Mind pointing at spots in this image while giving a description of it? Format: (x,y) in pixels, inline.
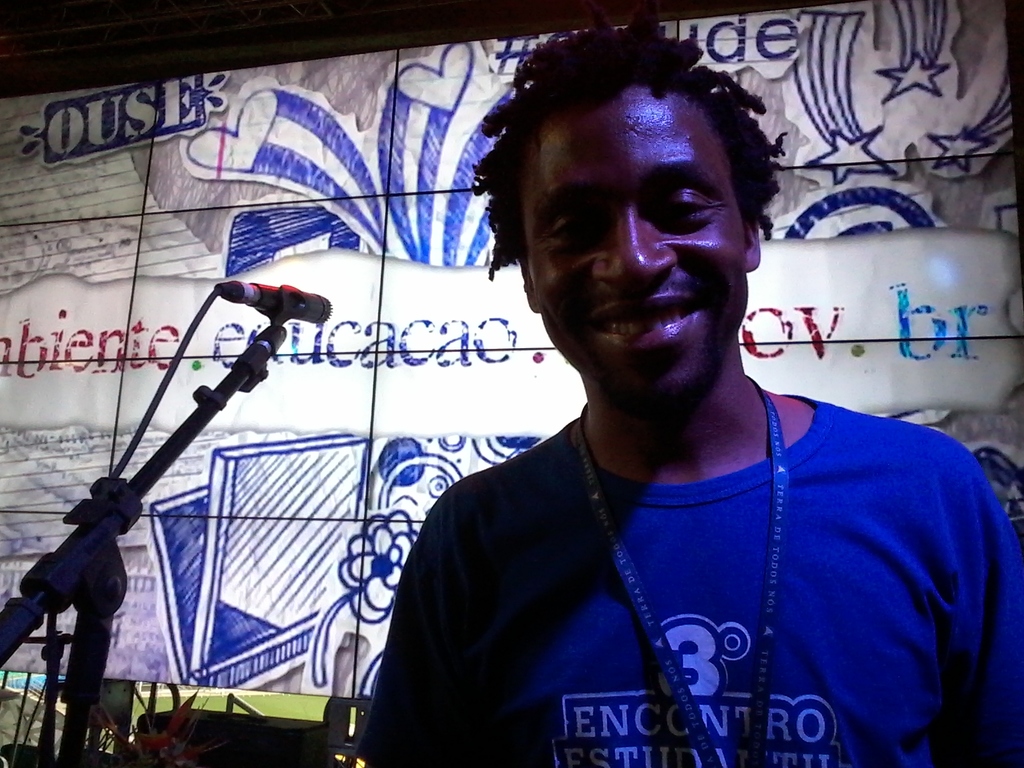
In this image there is a person (700,470) standing with a smile on his face (620,282), beside him there is a mic (296,303). In the background (288,99) there is a banner (310,412) with some images (234,484) and text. At the bottom of the image (146,733) there are few objects (197,724).
